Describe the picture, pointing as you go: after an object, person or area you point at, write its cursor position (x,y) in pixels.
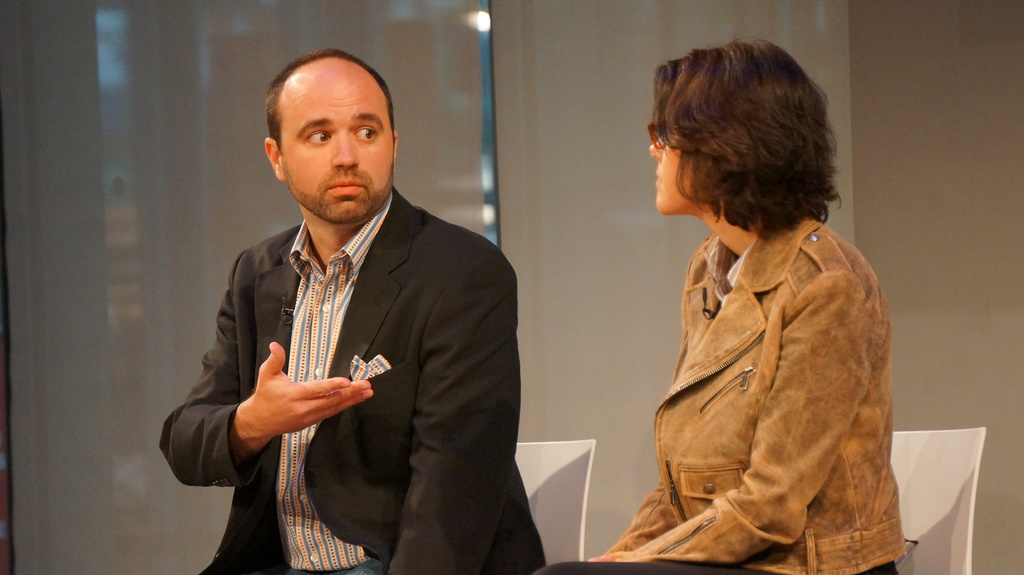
In the image we can see a man (303,312) and a woman (713,375) sitting, wearing clothes (695,436) and the woman (695,480) is wearing spectacles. Here we can see the curtains (168,217) and the wall (903,210).
